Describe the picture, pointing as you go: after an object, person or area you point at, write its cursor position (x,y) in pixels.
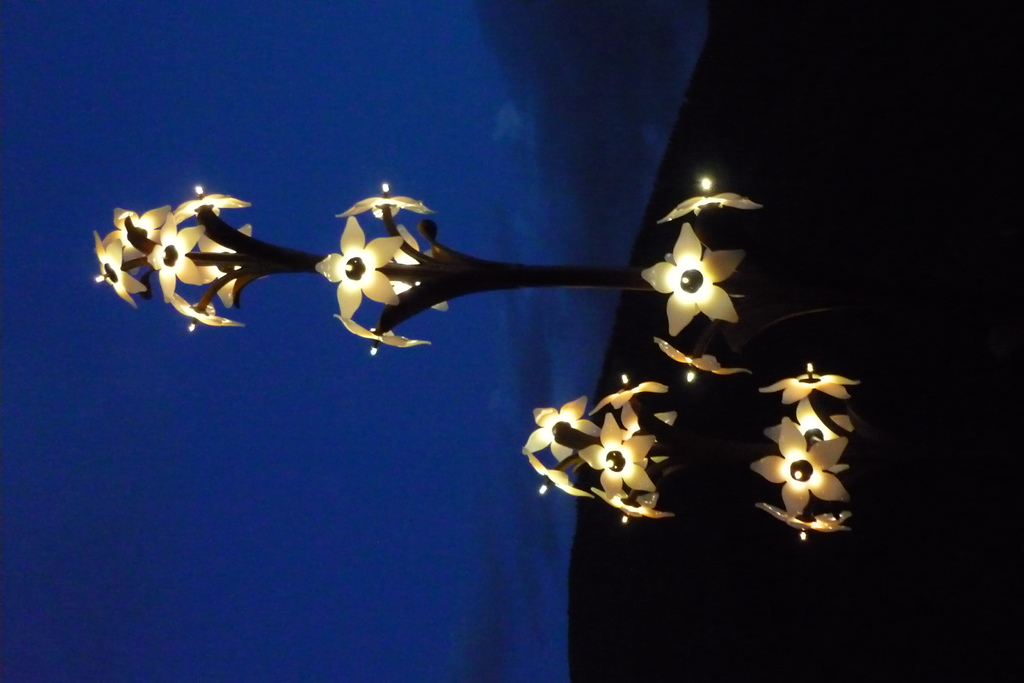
On the right side (713,269), there is an artificial plant (304,262) having artificial flowers (602,470). In the background (535,8), there are clouds (512,44) in the blue sky (227,93).
